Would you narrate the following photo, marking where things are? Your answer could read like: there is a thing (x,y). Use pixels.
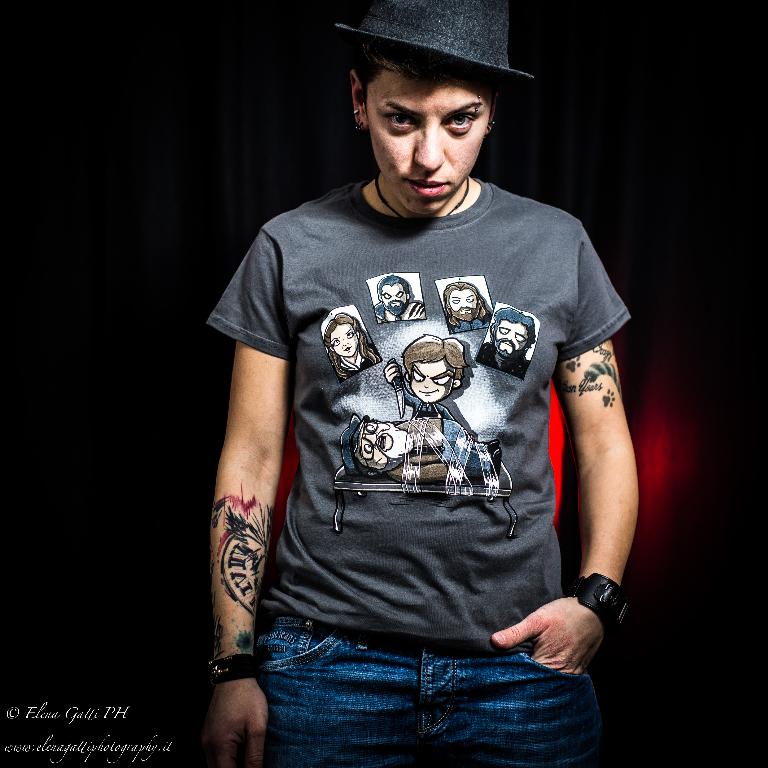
In this image, in the middle (448,415), we can see a person (436,177) wearing a black color hat (448,55) is standing. In the background (738,169), we can see black color and red color.
